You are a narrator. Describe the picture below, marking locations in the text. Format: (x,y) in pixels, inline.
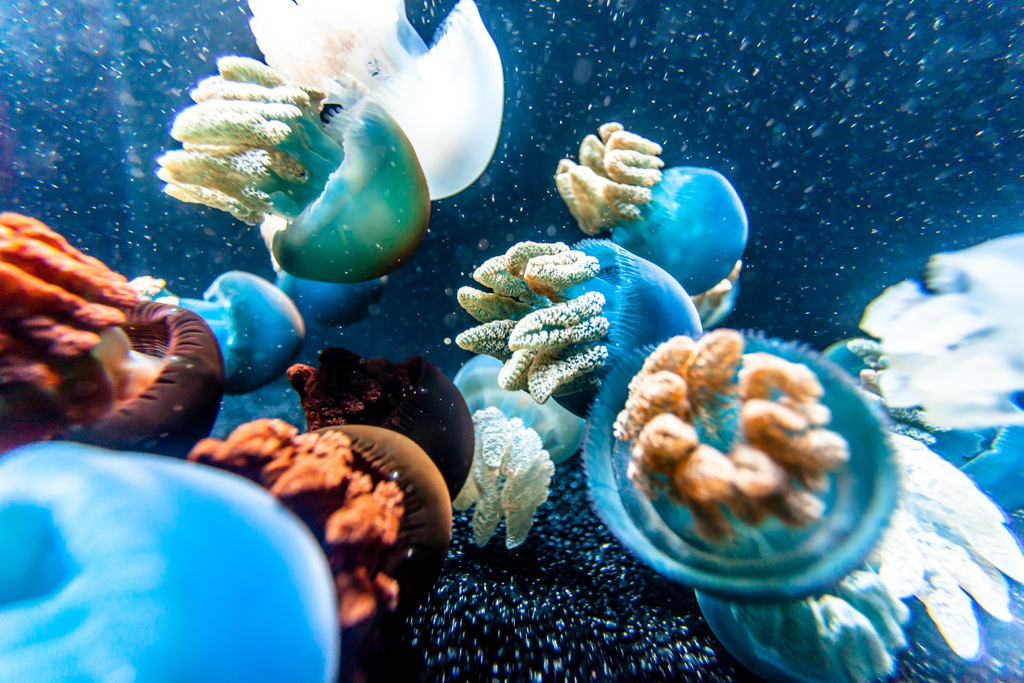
There are jelly fishes (171,324) in different colors in the water (588,615). And the background (927,190) is dark blue in color.
